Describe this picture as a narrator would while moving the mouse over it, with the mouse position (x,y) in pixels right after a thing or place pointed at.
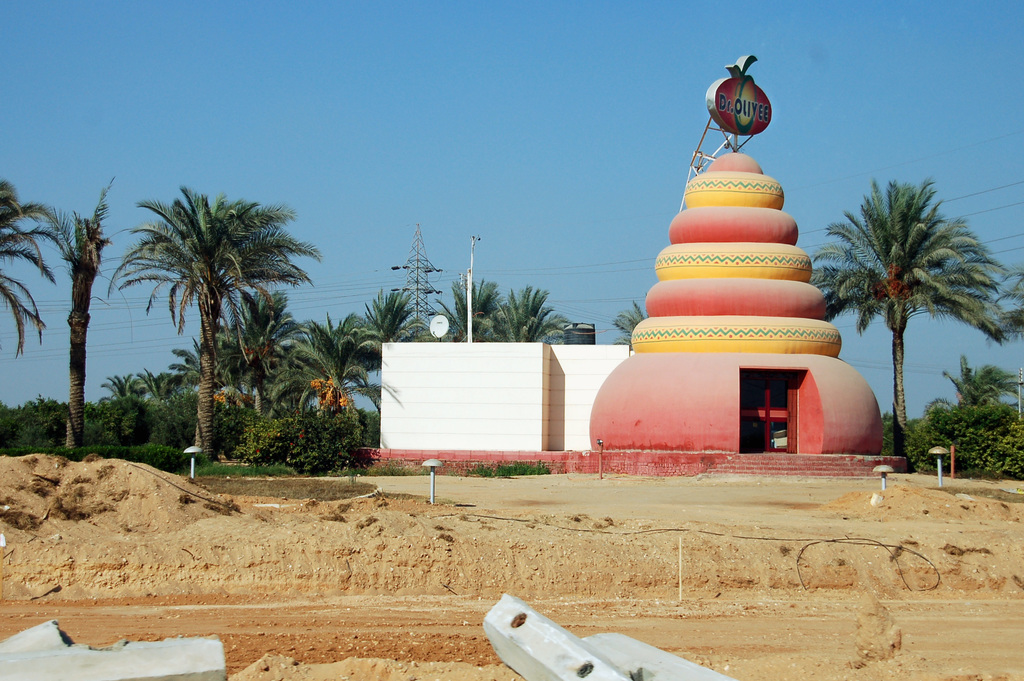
This picture shows few trees (217,331) and we see a transmission tower (422,270) and a pole light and we see blue sky (482,76) and a building (683,408) and we see few lights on the ground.
